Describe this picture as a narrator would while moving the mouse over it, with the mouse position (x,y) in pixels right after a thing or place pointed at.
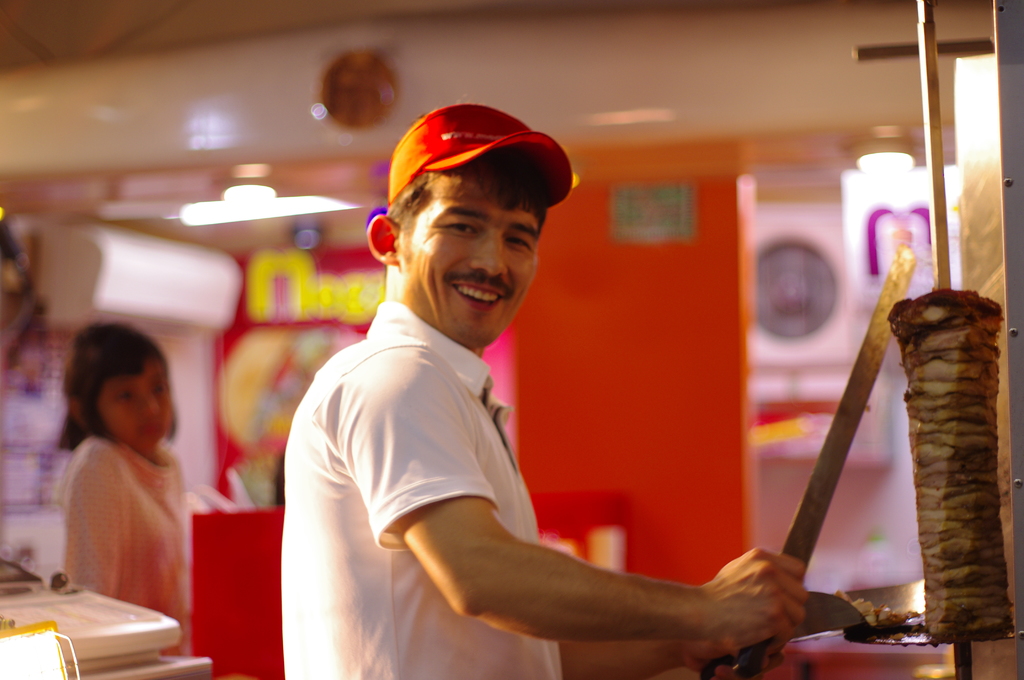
In this picture I can see couple of them (122,372) standing and a man (472,494) holding a blade (801,504) in his hand (718,599) and he wore a cap (501,117) on his head (467,200) and I can see meat (968,414) to the metal rod (929,16) and a air condition (188,270) and few lights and a table (164,658) with a machine (46,596) on it and a door (687,495) on the back (633,257).
